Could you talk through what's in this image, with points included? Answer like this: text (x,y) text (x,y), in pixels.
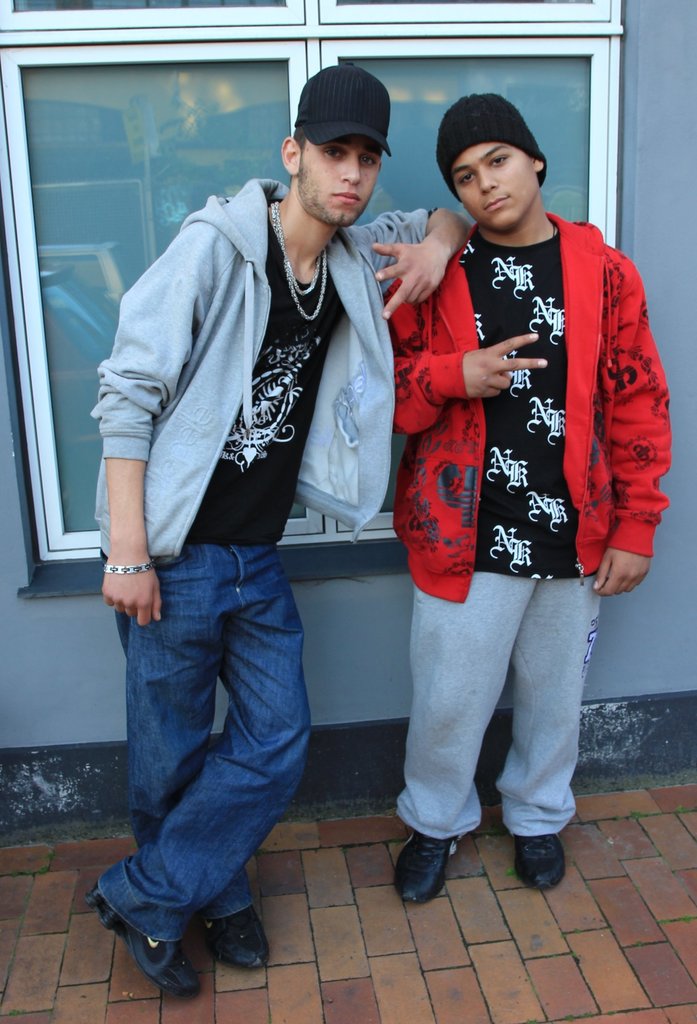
This image consists of two persons (347,456). On the left (218,539), the man (219,560) is wearing a jacket (197,360). On the right (532,559), the man (431,472) is wearing a red jacket (452,375). At the bottom (333,976), there is a road (575,995). In the background (117,76), we can see a window (68,559) along with a wall (59,804).
